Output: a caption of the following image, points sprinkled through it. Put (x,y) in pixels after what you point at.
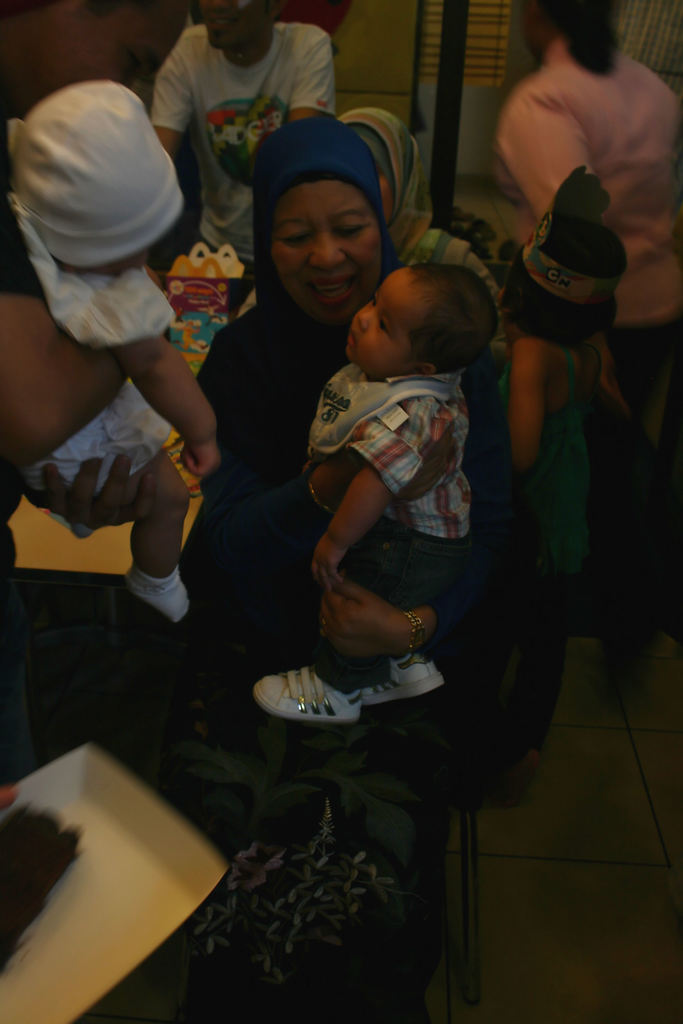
In this image I can see group of people (292,589). In front (260,381) the person (288,407) is holding a kid (420,521), the person (245,385) is wearing black color dress (249,434) and the kid (398,461) is wearing multi color shirt (384,468). Background (406,70) I can see few objects (438,48) and the wall (363,77) is in cream color.
